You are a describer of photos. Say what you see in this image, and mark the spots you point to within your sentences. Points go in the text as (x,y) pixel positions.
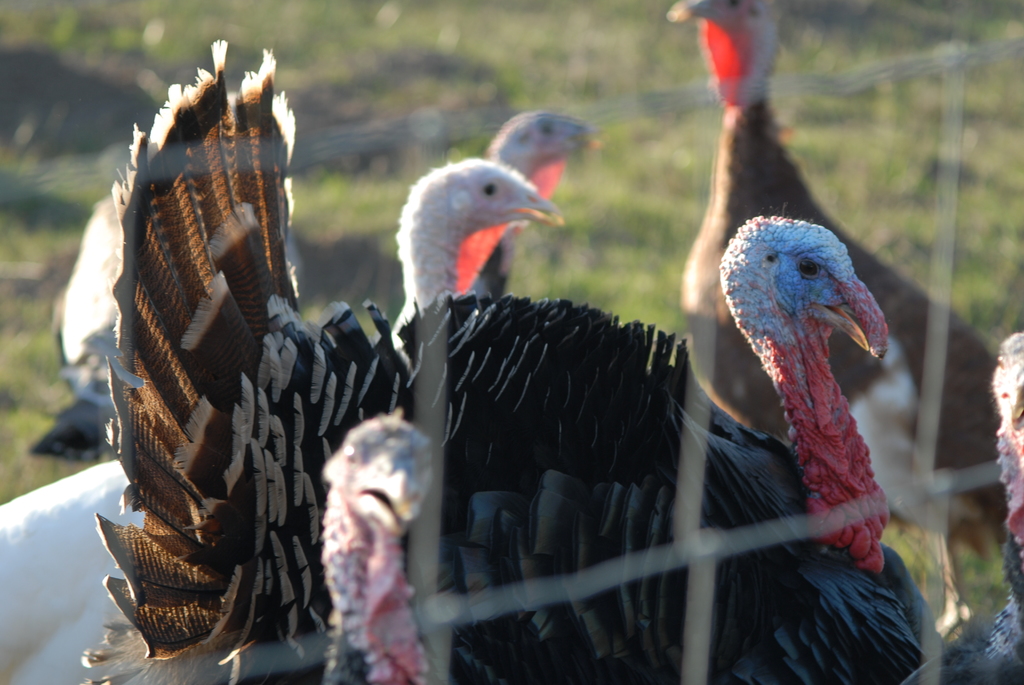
In front of the image there is a mesh (954,482). Behind the mesh (676,547) there are turkeys (634,433). At the background of the image (331,11) there is grass (911,168) on the surface (911,168).
